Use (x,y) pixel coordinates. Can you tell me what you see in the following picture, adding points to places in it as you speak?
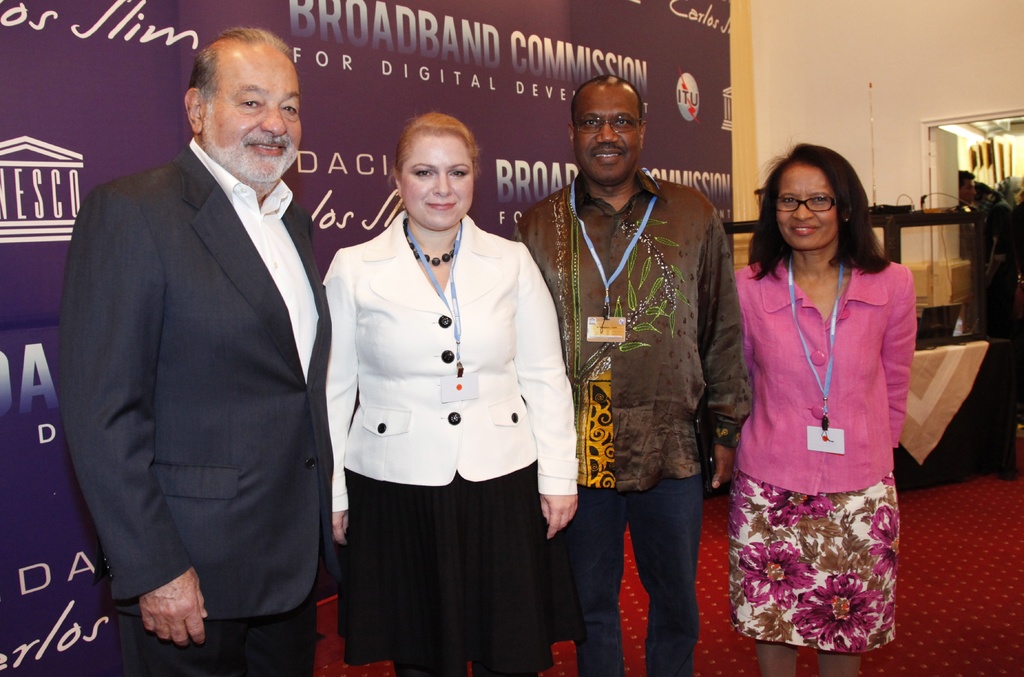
In this picture, we see two men (191,185) and two women (471,292) are standing. All of them are smiling and they are posing for the photo. Behind them, we see a board (389,100) in purple color with some text (381,66) written on it. At the bottom (897,613), we see the red carpet (950,609). Behind them, we see a table (960,382) on which a glass case (953,332) is placed. In the background (887,131), we see a white wall (917,162), a white door (950,164) and people (971,199) are standing beside the door (952,134).
